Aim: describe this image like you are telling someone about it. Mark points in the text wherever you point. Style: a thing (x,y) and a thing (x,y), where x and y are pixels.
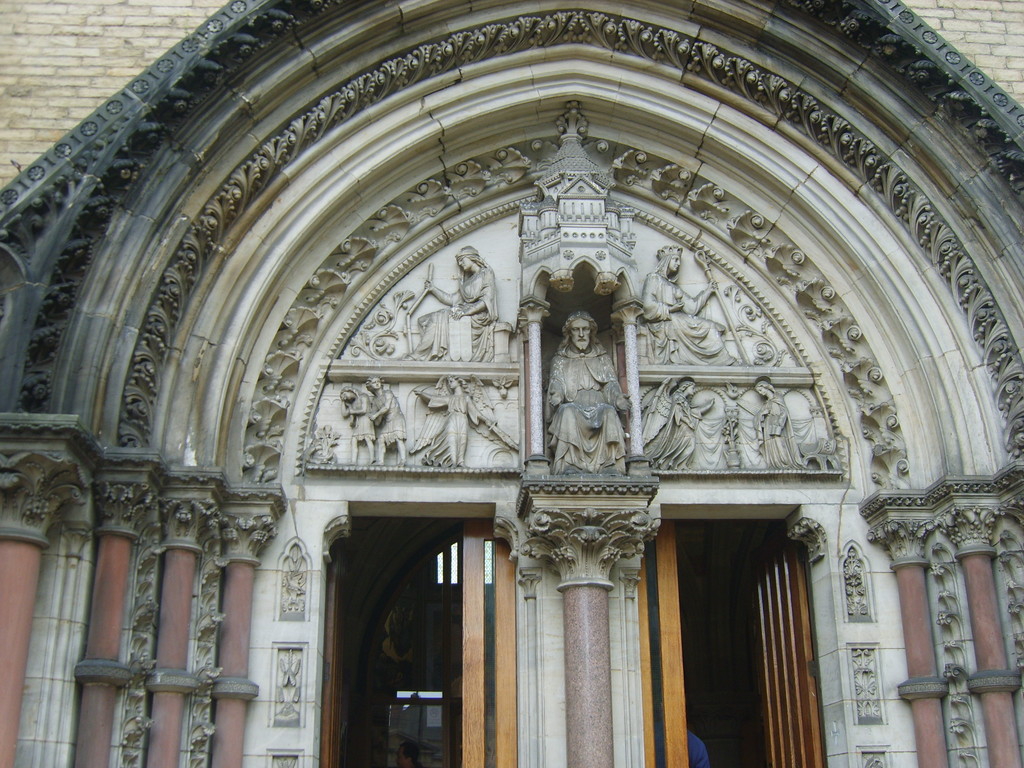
There is a building (710,324) with doors (767,696) and pillars (980,691). On the building (615,309) there are some sculptures (673,291).
